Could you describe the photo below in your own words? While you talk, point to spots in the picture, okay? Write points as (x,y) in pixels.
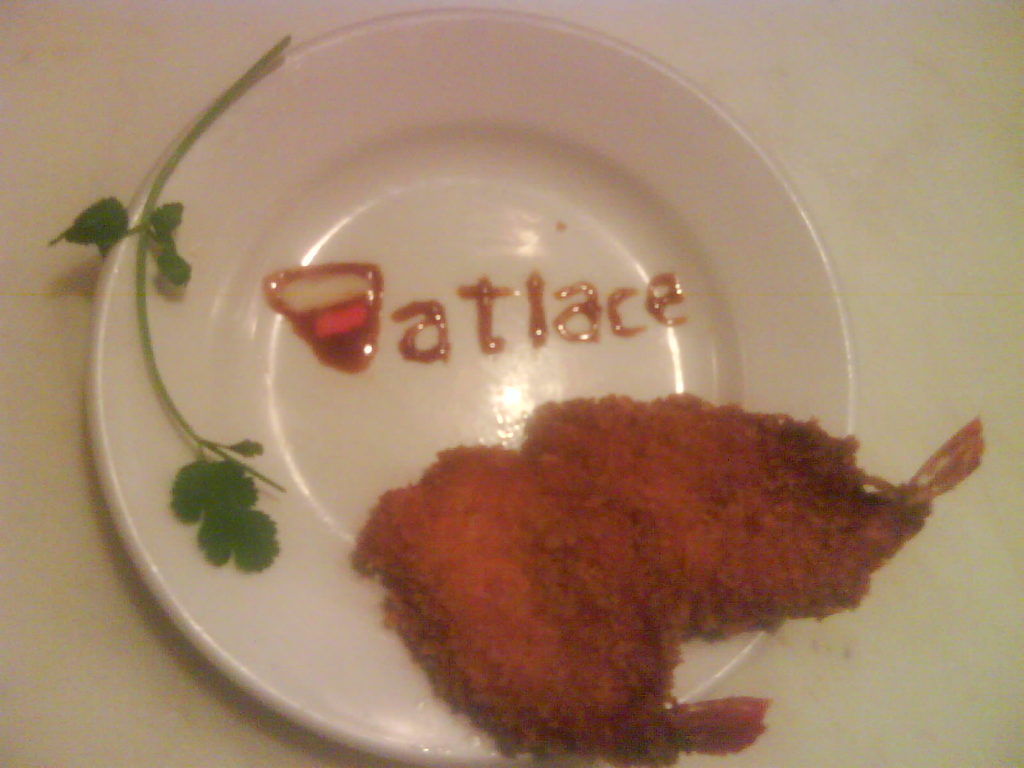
In this image there is a plate (385,315) on the white surface (968,312), there is a text (418,329) on the plate (448,293), there is a coriander leaf (224,502) on the plate (216,365), there is food (606,565) on the plate (421,294).
